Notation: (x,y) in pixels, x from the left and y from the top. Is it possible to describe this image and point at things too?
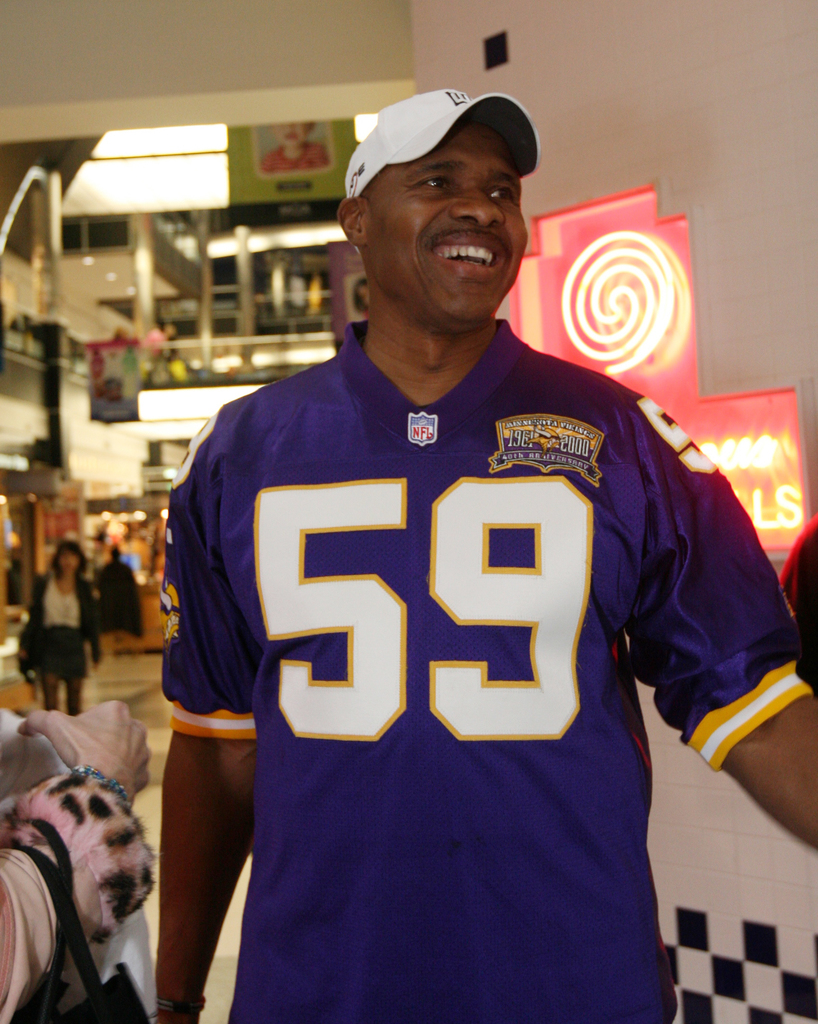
In the picture we can see a man (401,723) standing and he is with blue T-shirt (412,782) and number 59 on it and he is with white color cap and smiling and beside him we can see a person hand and behind him we can see some people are walking and some shops (714,434) behind them.
